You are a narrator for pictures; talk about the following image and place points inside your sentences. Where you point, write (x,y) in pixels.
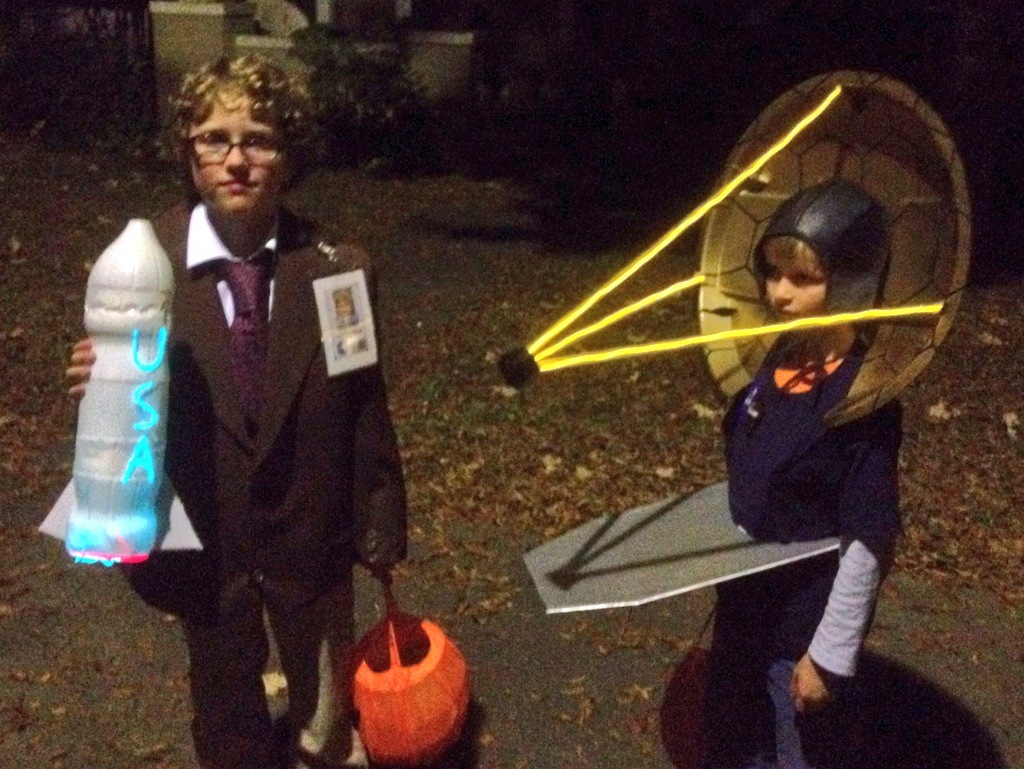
In the foreground of the picture (308,407) there are two kids (300,495), they are wearing different costumes (395,558) and holding bags (370,673). In the center (512,391) the picture there are dry leaves (555,466) on the road (484,343). In the background (457,65) there are plants (40,56) and a building (163,55).
